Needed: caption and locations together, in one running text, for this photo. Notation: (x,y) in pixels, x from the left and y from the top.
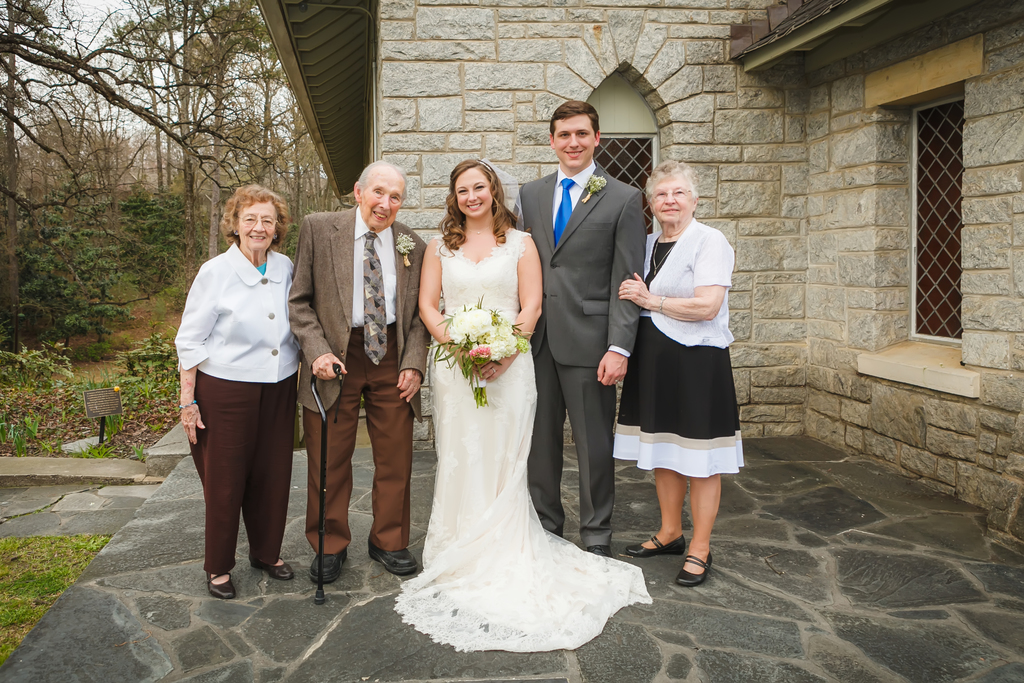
In the image there is a man (563,295) and woman (533,300) along with two old women (273,386) and an old man (350,317) standing on the stone floor (326,635) in front of a stone building (703,53), on the left side (250,115) there are trees (203,184) on the land (172,401).
